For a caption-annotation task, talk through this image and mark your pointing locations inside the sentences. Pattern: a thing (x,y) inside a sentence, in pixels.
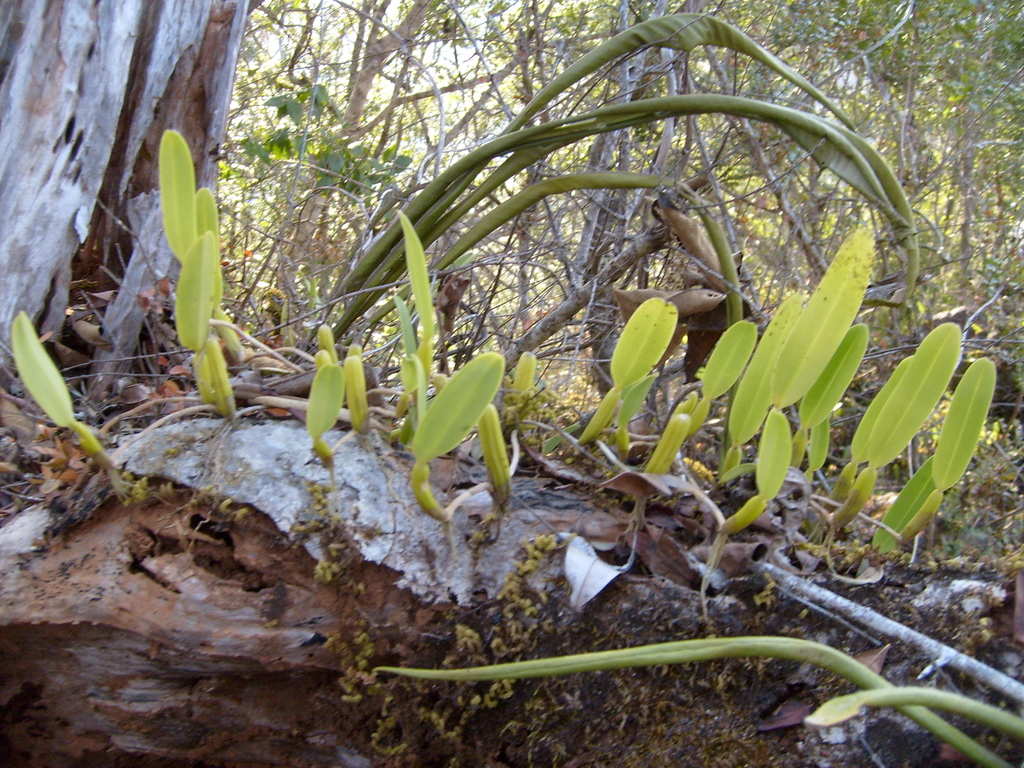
In this image in the front (748,500) there is a plant (719,508). In the background (413,159) there are trees (744,178).
